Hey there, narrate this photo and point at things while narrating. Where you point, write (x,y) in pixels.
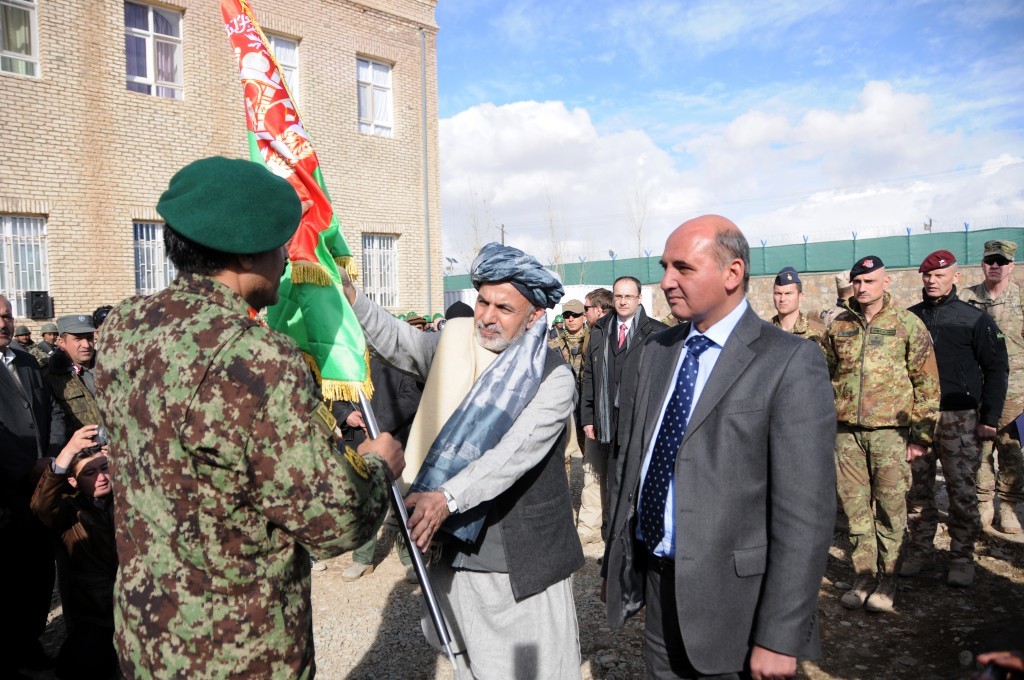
In the center of the image (527,366) we can see people (610,450) standing. The man (480,615) standing in the center (344,314) is holding a flag (324,249) in his hand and there are people (846,330) wearing uniforms (268,515). In the background (775,199) there is a wall (770,278), building (336,38) and sky (619,119).
